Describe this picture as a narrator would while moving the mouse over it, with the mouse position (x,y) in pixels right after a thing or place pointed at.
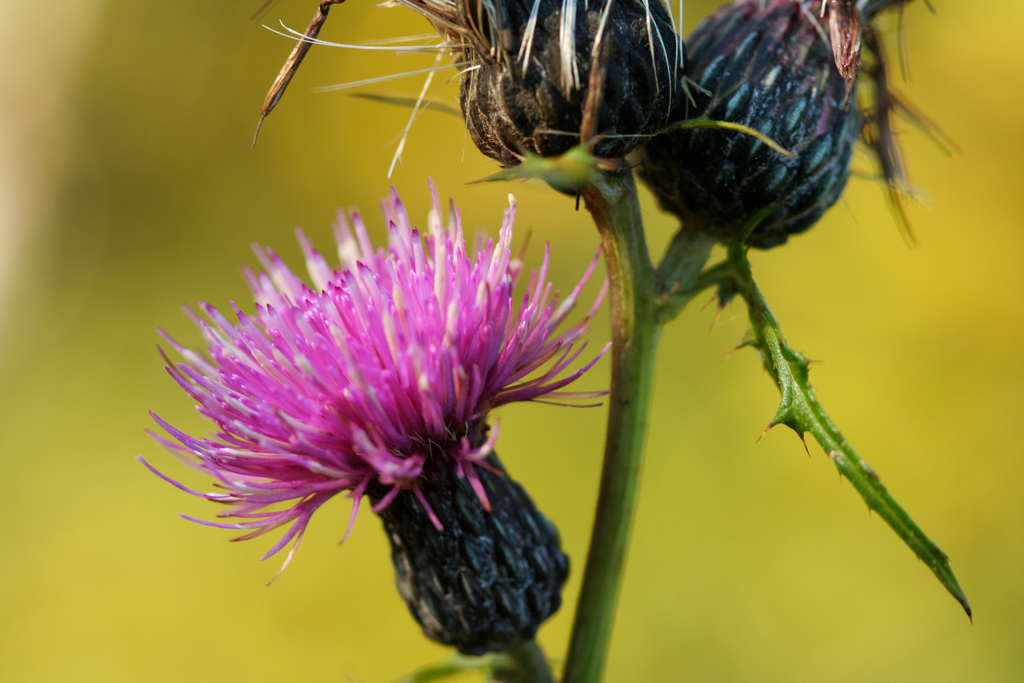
There is a pink color flower (472,388) on a stem (613,382). On the stem (670,289) there is a leaf (785,398) with thorns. In the background (341,197) it is blurred.
